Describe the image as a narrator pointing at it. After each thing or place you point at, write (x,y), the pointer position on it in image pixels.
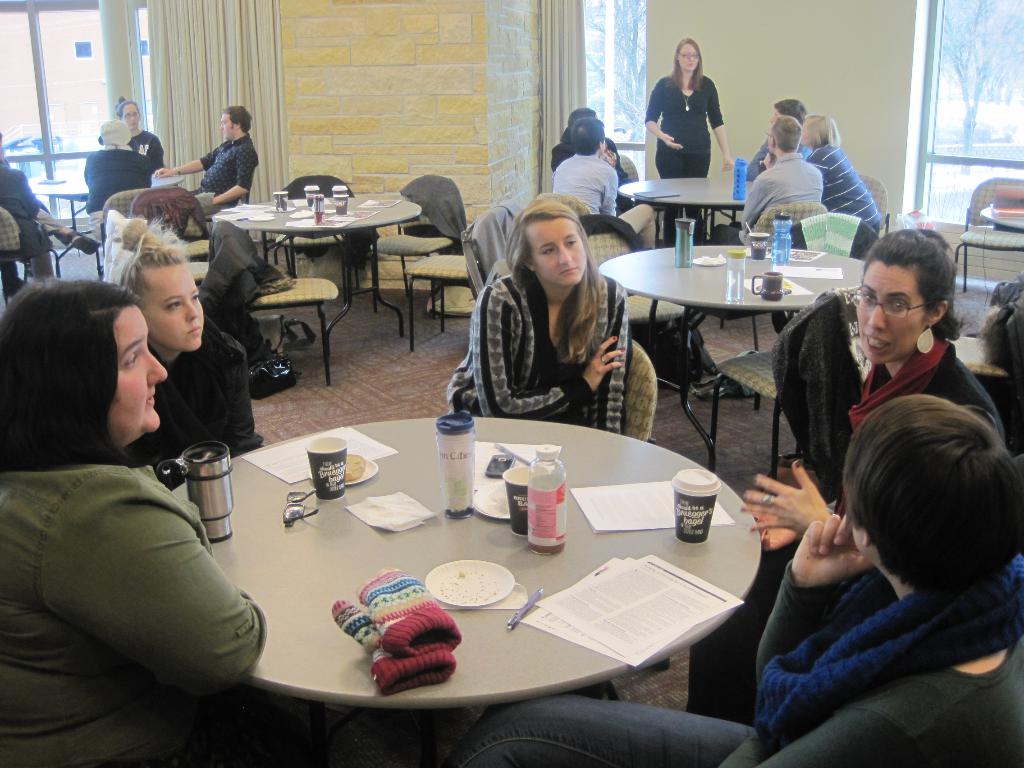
There is a group of people (752,498). On the right side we have a woman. She is standing. There is a table (373,486). There is a bottle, glass (469,508), paper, pen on a table (380,465).
